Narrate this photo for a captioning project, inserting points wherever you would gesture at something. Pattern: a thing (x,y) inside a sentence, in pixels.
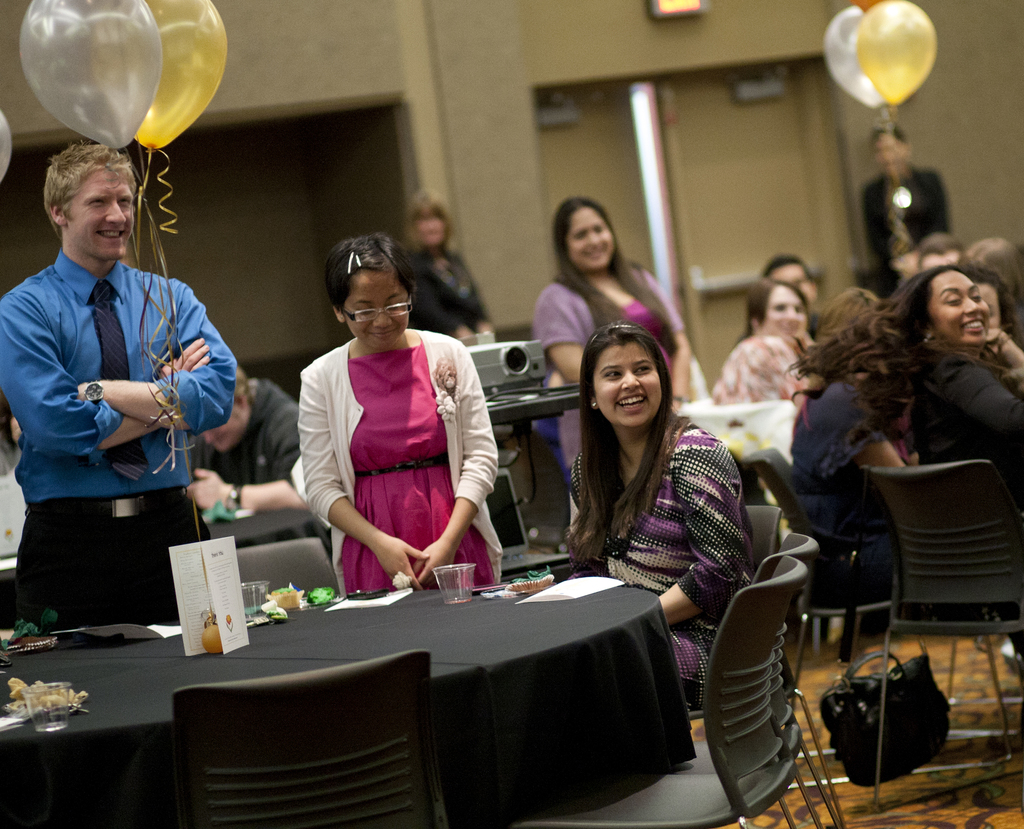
In this picture i can see there are group of persons (697,478) and on the left side (121,719) i can see a table (106,706), on the table (104,738) there is a black color cloth (111,752) and there is a chair (220,716) in front of the table (215,671) and there is a glass (255,596) and paper (187,616) kept on the table (127,660). And some balloons (117,124) visible on the left side (127,83). And a person (44,337) wearing blue color shirt (35,335) he is smiling and beside him there is a woman (368,416) wearing a pink color skirt (381,416), she wearing a spectacles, she smiling, beside her a woman (664,537) wearing a black color skirt (706,486) she is smiling and she is sitting on the chair (726,648), right side (977,402) a woman (967,390) wearing black color skirt (961,399) she sitting on the chair (940,503) and she is smiling and there is a balloon (863,90) visible on the right side (857,74) and there is a wall (500,63) visible on the background (522,311).
